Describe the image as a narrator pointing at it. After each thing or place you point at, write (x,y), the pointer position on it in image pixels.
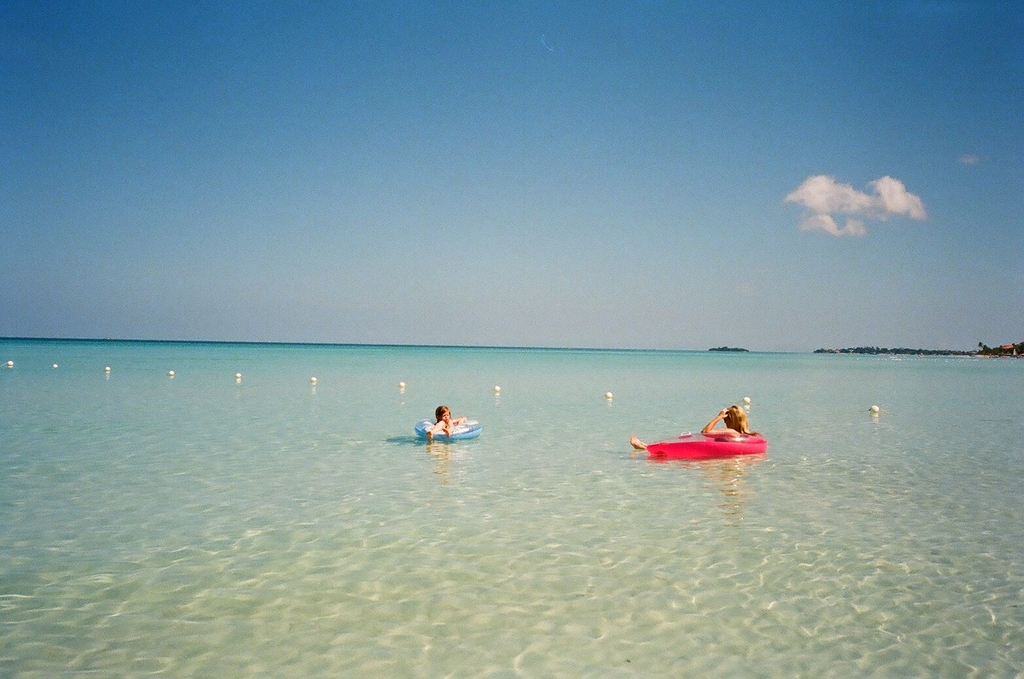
In this image there are two people (438,415) sitting on the individual inflatable tubes (702,448), which are on the sea (480,627). In the background (985,345) there are trees (817,350) and the sky (412,223).
